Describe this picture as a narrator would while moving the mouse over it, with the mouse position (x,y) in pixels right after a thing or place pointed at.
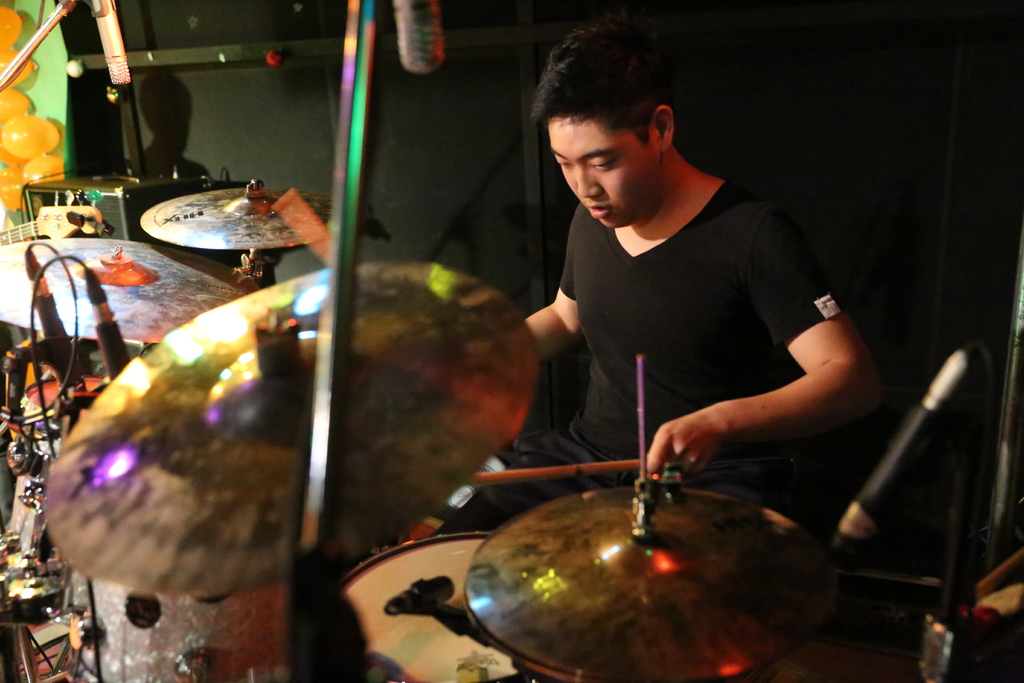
In the center of the image (614,411) we can see a man (791,333) is sitting and holding the sticks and playing the musical instruments (429,383). In the background of the image (1010,133) we can see the wall (205,138), balloons (4,149), mics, stands (335,344), musical instruments (427,479). At the top (482,83), the image is dark.
